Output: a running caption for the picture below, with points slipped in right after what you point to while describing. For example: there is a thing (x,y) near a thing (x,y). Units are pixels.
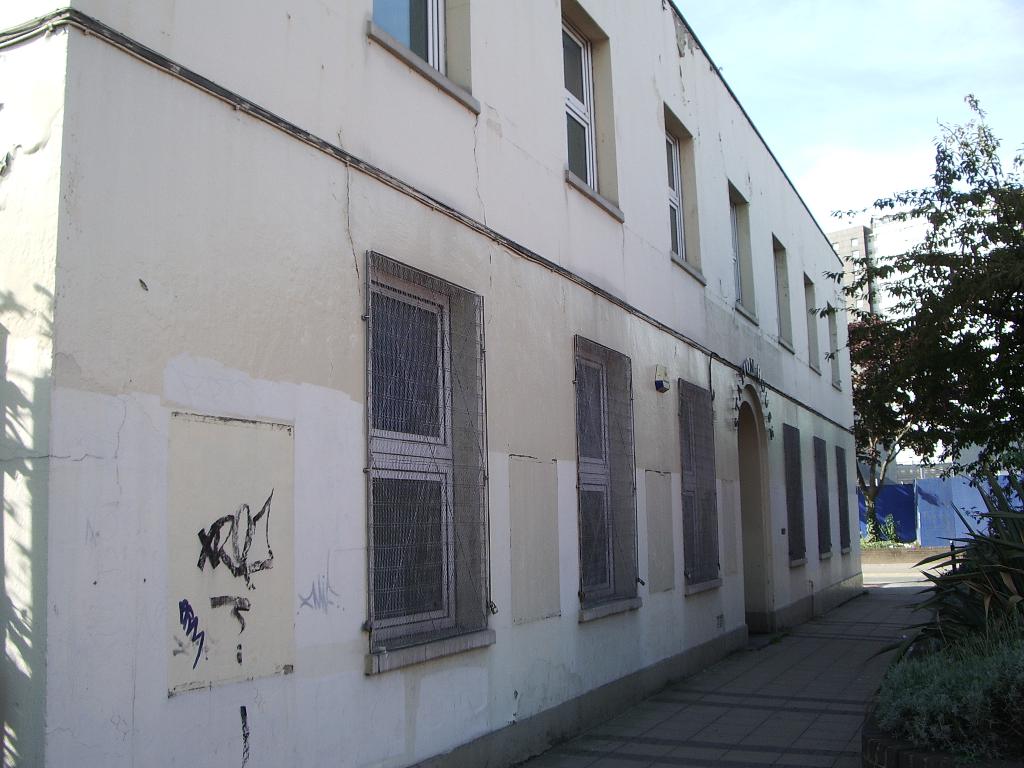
In the center of the image (538,404) there is a building (520,420). On the right side (1005,314) we can see trees (952,368) and grass (921,721). In the background (895,240) there is a building (862,242) and sky (840,110).
